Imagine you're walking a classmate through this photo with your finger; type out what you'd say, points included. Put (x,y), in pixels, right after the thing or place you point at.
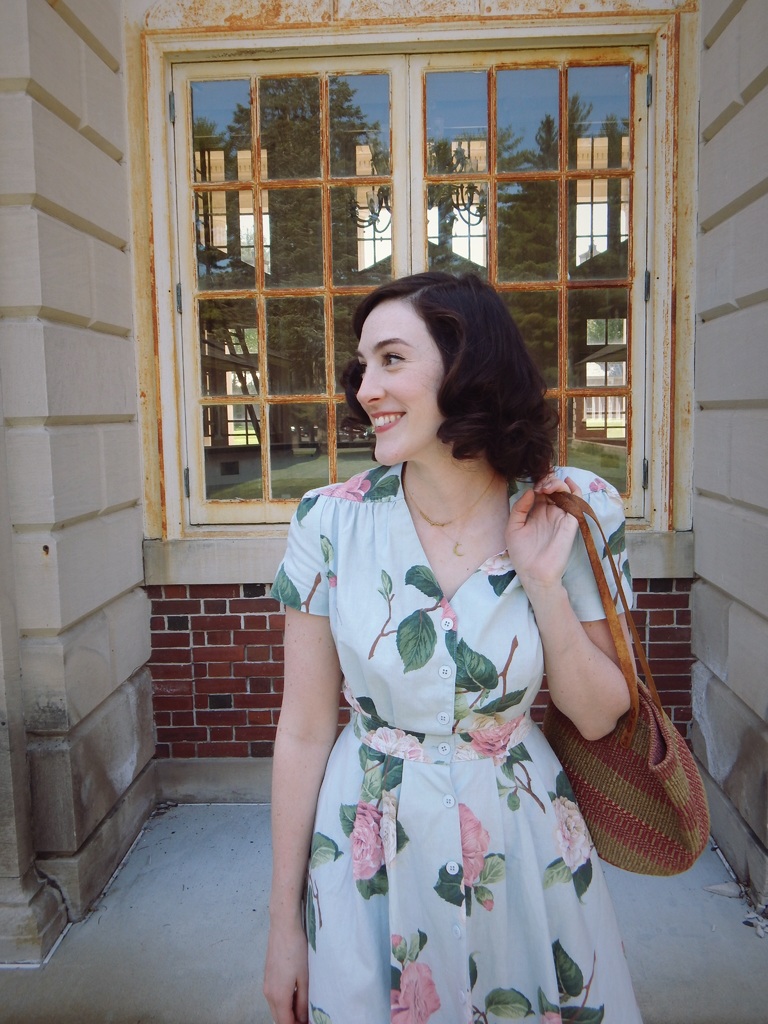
In this picture we can see a woman (478,671) carrying bag (581,523) and standing and smiling and in the background (288,208) we can see window (288,208), wall (43,183) and from window (495,219) we can see trees (307,156), sky (537,115).
